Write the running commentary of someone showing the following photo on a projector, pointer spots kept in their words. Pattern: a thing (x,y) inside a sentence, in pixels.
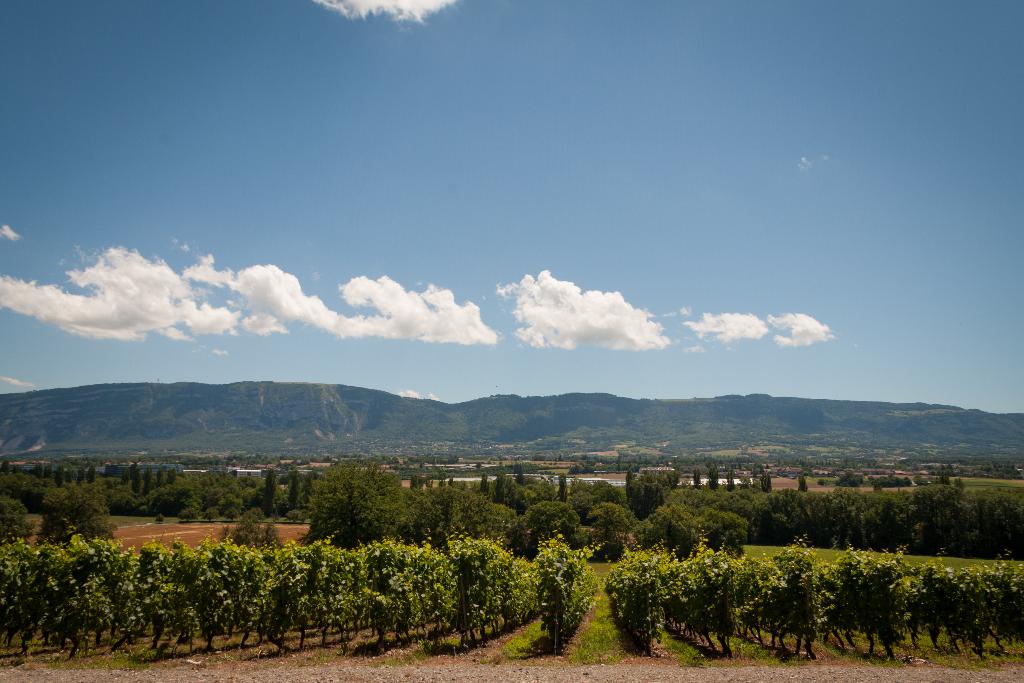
In this image we can see a group of trees (626,540) and some plants (684,562). On the backside (564,409) we can see some grass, the hills (430,432) and the sky (529,288) which looks cloudy.
